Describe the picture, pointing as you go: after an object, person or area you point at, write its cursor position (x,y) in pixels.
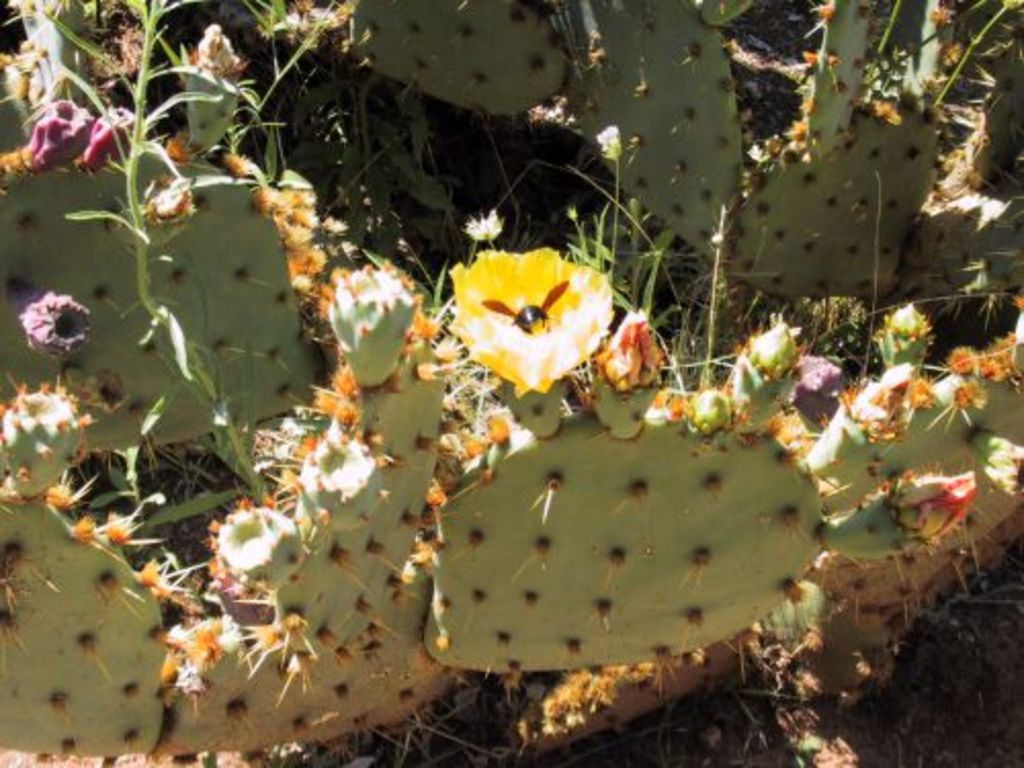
In this image I can see a plant (63,407) in green color. I can also see an insect (504,304) on the flower (510,352) and the insect (525,314) is in black and brown color, and the flower (487,350) is in yellow color.
